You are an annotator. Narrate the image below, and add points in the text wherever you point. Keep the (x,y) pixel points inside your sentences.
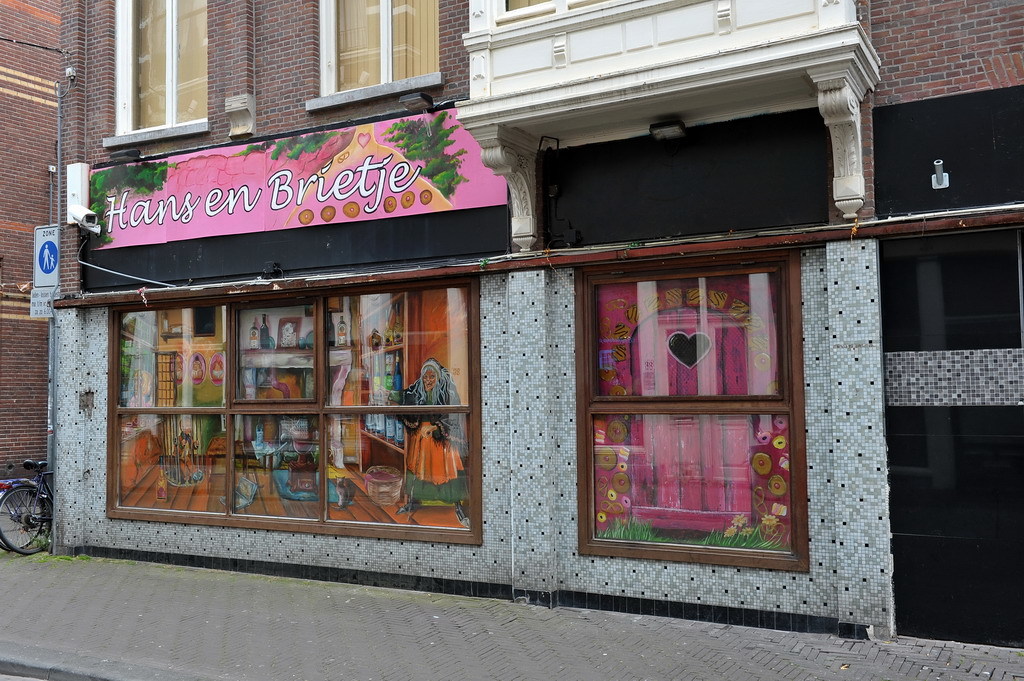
In this image I can see two buildings (227,131) and in the centre (665,334) I can see a board (120,208) and depiction posters (411,347) on the building (220,142). On the left side of the image (38,232) I can see few sign boards (37,271), few poles (60,148) and a bicycle (3,514). I can also see something is written on the boards (381,215) and on the top left side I can see two windows (387,58).
